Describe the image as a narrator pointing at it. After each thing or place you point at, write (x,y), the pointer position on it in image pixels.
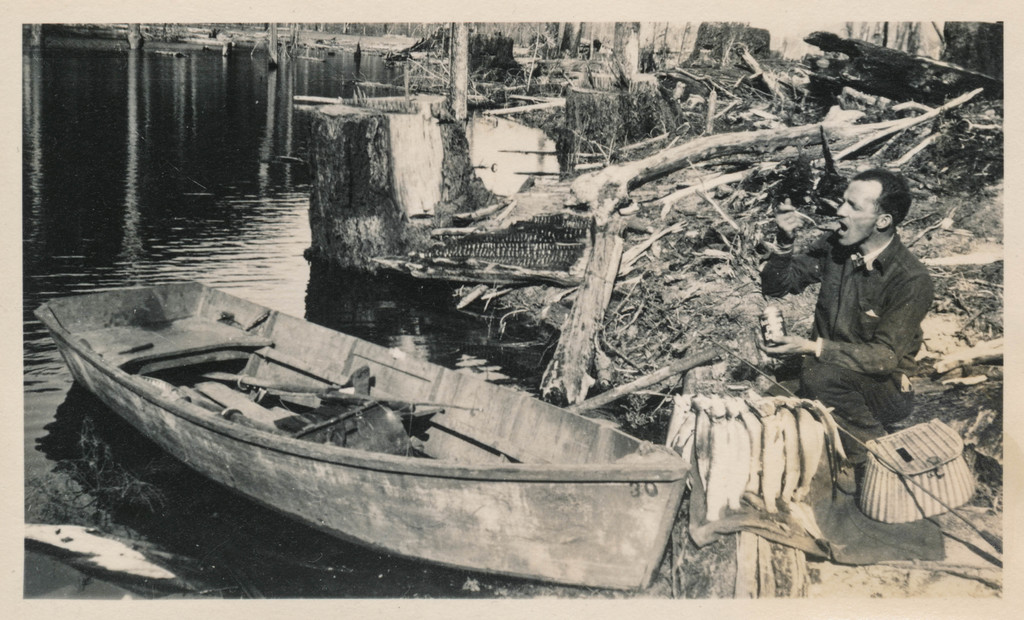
In this picture there is a man (854,254) who is wearing shirt (899,303), trouser (861,380) and shoes (844,473). He is holding a spoon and bottle (778,338). Beside him I can see the basket (928,470) and woods (727,386). At the bottom (418,504) there is a wooden boat (391,464) on the water (312,538). In the background (563,144) I can see the trees (456,55) and wooden sticks (614,174). In the top right corner (802,26) it might be the sky (782,24).
